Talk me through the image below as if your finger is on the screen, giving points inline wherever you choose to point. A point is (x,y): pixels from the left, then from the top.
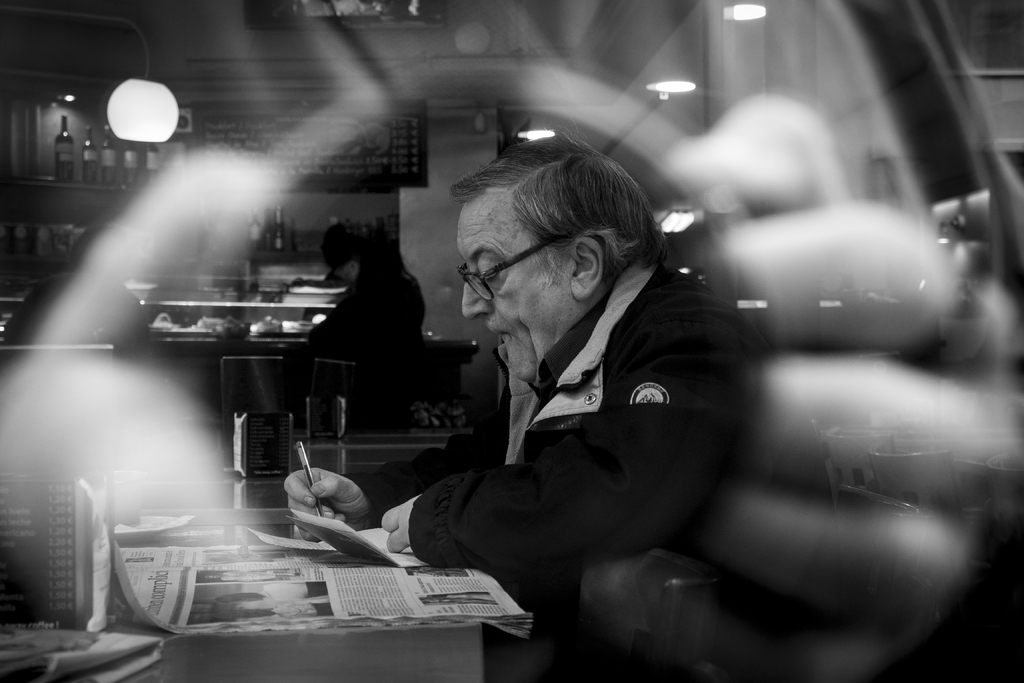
As we can see in the image a man (550,412) sitting and writing on book (343,531) with pen (315,509). Beside the book (351,548) there is newspaper (372,598). Book (364,553) and newspaper (345,584) are on table (182,673). On the top (167,128) there is light (144,116) and bottles (83,163) on the shelf (87,171).
